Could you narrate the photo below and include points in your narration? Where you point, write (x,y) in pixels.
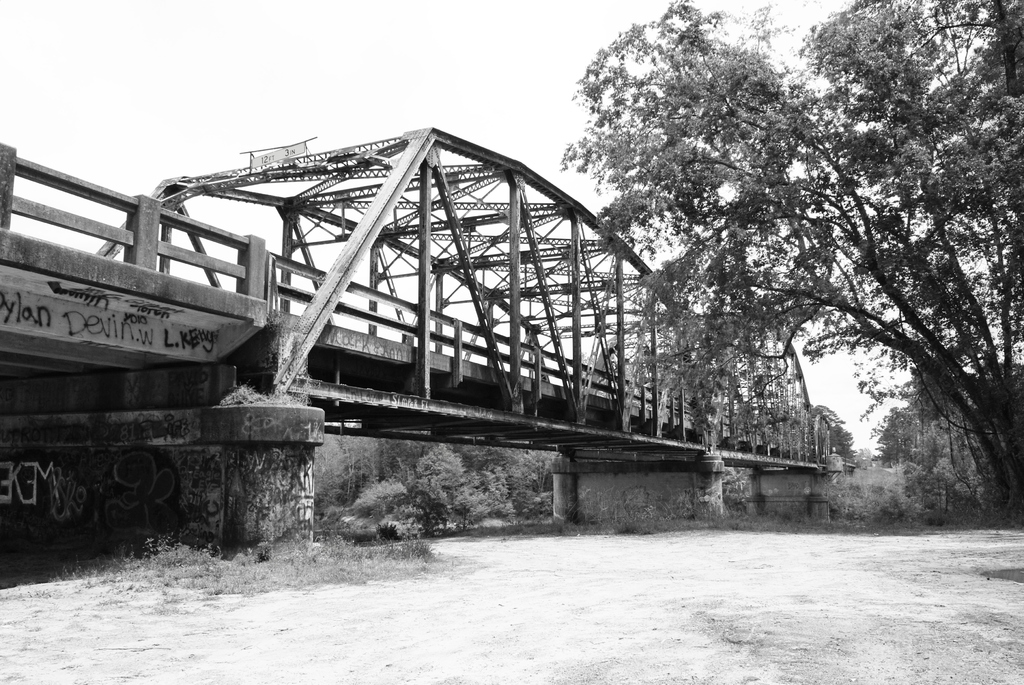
This is a black and white image, in this image there is a land (905,650) and a tree (979,389), in the background (415,445) there is a bridge (614,372) and trees (400,474).
